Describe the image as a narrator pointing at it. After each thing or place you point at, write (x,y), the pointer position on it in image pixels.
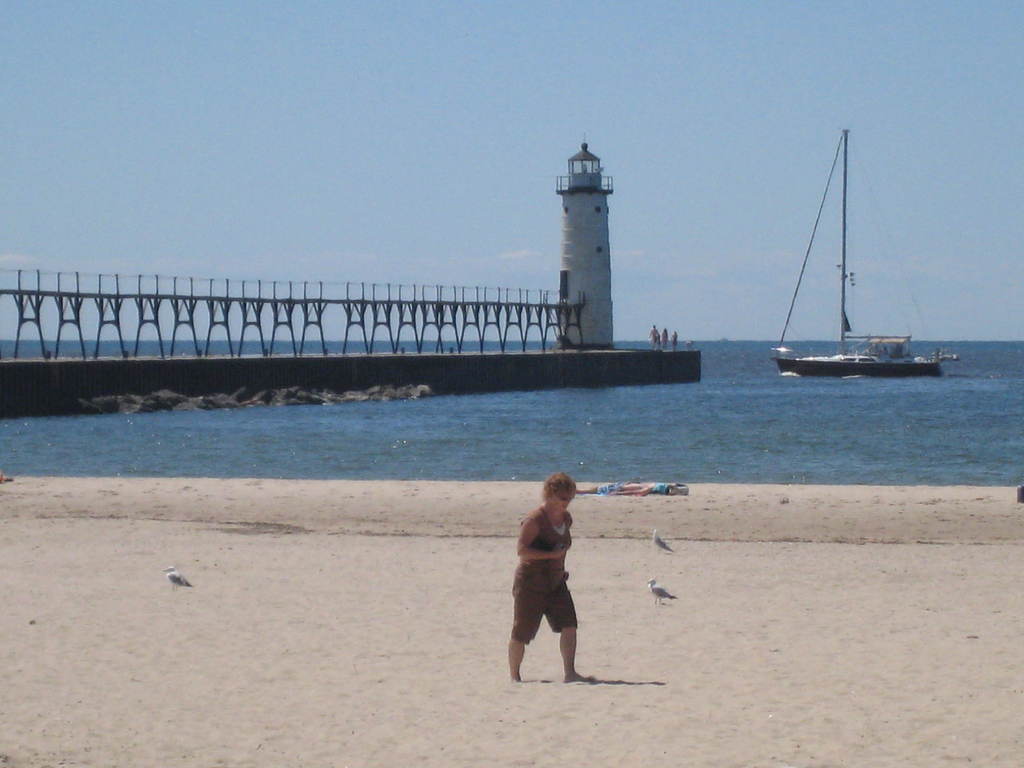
In the foreground of the picture (561,527) there are birds (672,597), a person (542,588) walking and sand (442,608). In the center of the picture (676,407) there is a water body (480,409), in the water (244,345) there is a boat (883,350). In the center of the picture (345,363) towards left (181,377) there is dock (564,366), at the end of the dock (571,350) it is lighthouse (578,246). Sky (88,184) is sunny.
